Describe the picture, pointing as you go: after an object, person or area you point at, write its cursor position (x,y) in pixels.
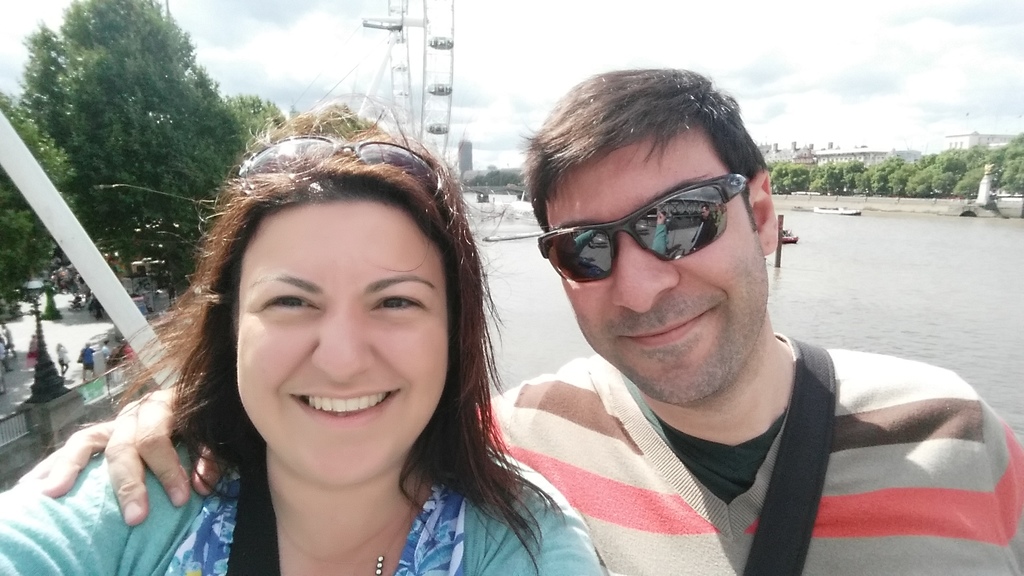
In this image, there is a woman (379,487) and a man (682,500) posing to a camera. In the background (902,308), there are boats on the water (876,280), trees (826,177), few people (58,267) walking on the road (110,331), railing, a giant wheel (401,100), buildings (919,154) and the sky (687,21).
